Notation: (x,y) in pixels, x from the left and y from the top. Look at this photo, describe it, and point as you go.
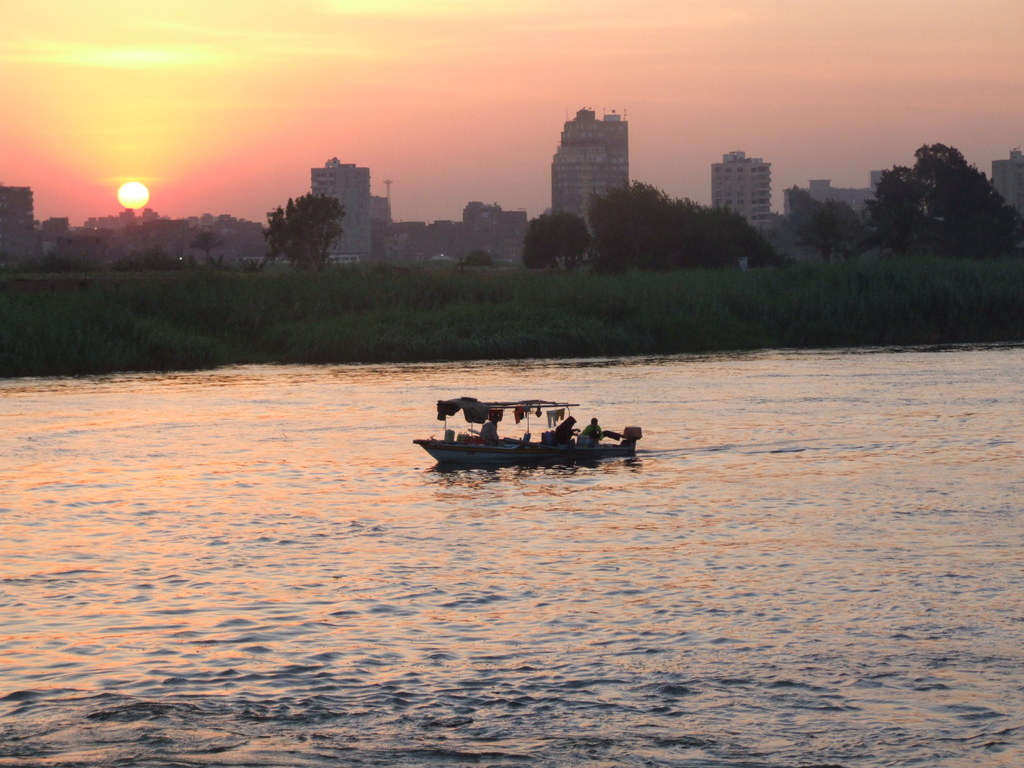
In this picture there is a boat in the center of the image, in the water (415,418), there is grassland (413,304) in the center of the image (676,321), there are trees (959,207) and buildings (1010,182) in the background area of the image (579,151).
